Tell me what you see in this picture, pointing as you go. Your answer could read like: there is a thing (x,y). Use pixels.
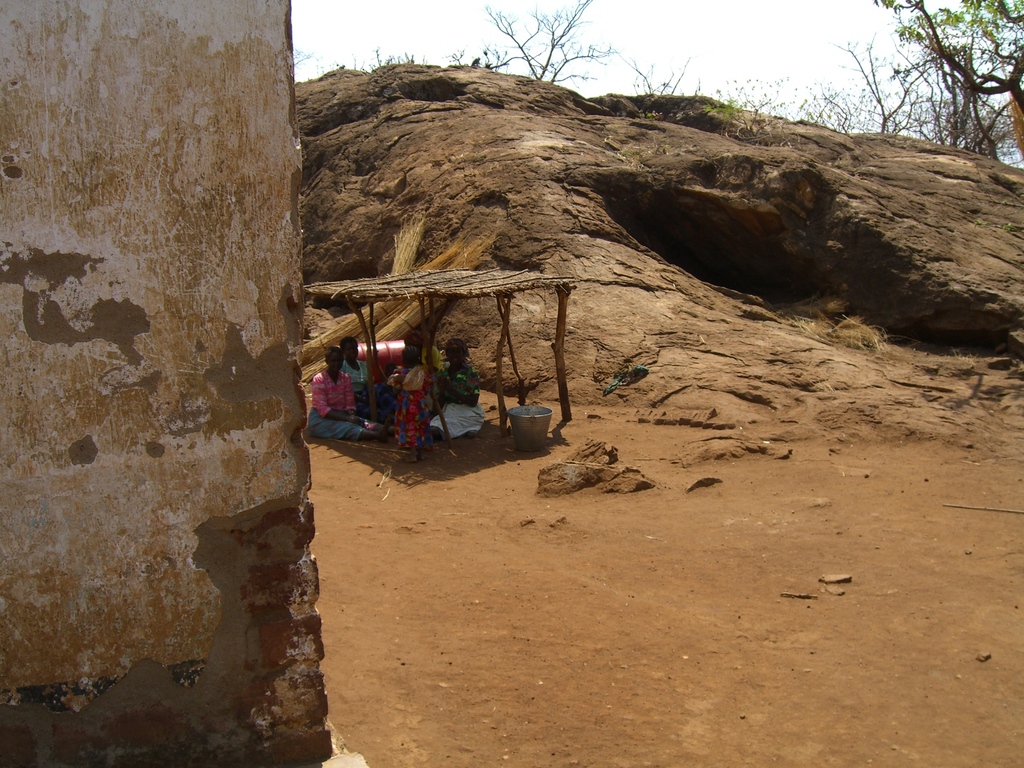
In this image we can see few persons (392,385) sitting under an open hut (513,362). Beside them, we can see a bucket (537,418). Behind the persons (400,369) we can see a mountain (495,173). On the left side (145,283), we can see a wall (18,428). At the top (887,57) we can see the sky (606,76) and a group of trees (945,61).
